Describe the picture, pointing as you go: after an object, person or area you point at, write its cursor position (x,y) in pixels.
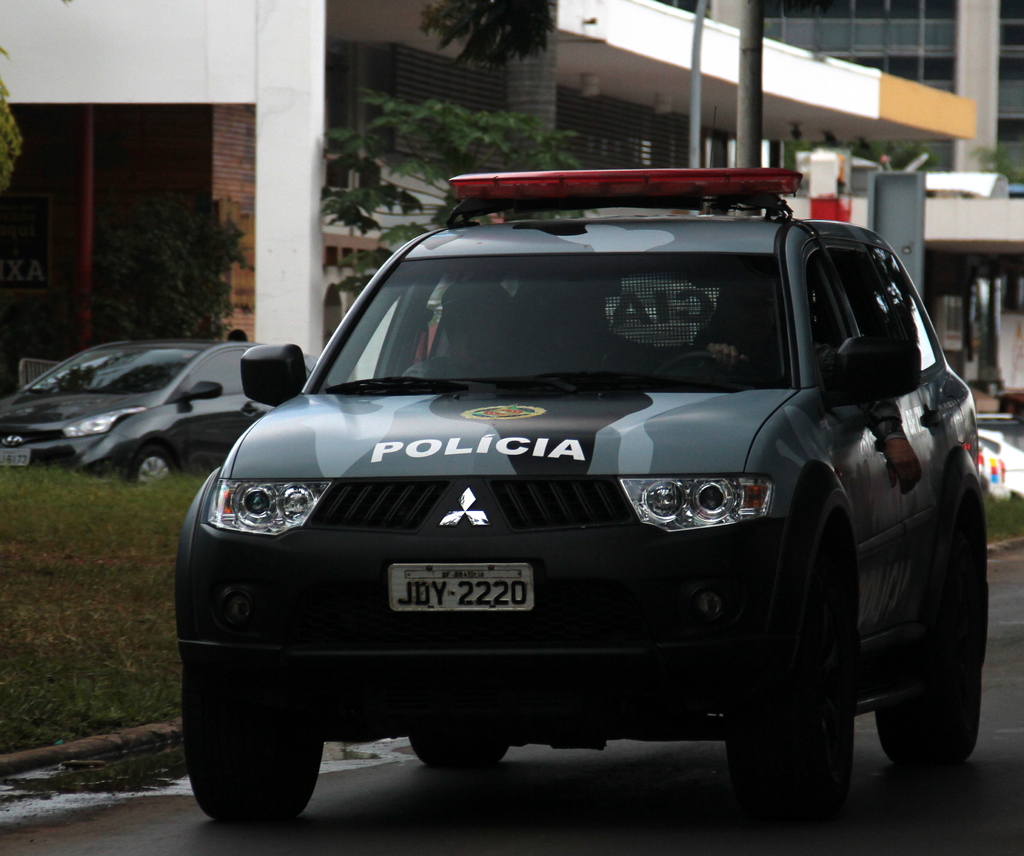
In this image there are a car (363,480) on the road (611,844) behind it there are some buildings (866,73).
